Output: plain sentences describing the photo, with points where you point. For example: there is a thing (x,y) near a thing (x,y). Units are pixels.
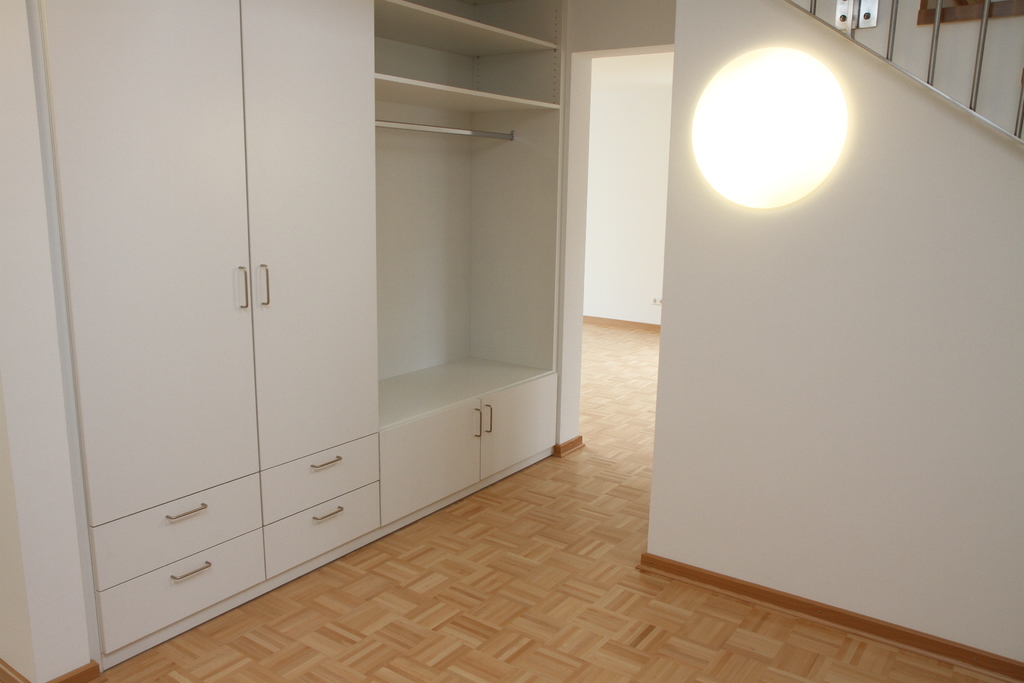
Here we can see cupboards (371,375) and a rod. This is floor (569,562). In the background (778,443) we can see wall (778,322) and a light (776,99).
